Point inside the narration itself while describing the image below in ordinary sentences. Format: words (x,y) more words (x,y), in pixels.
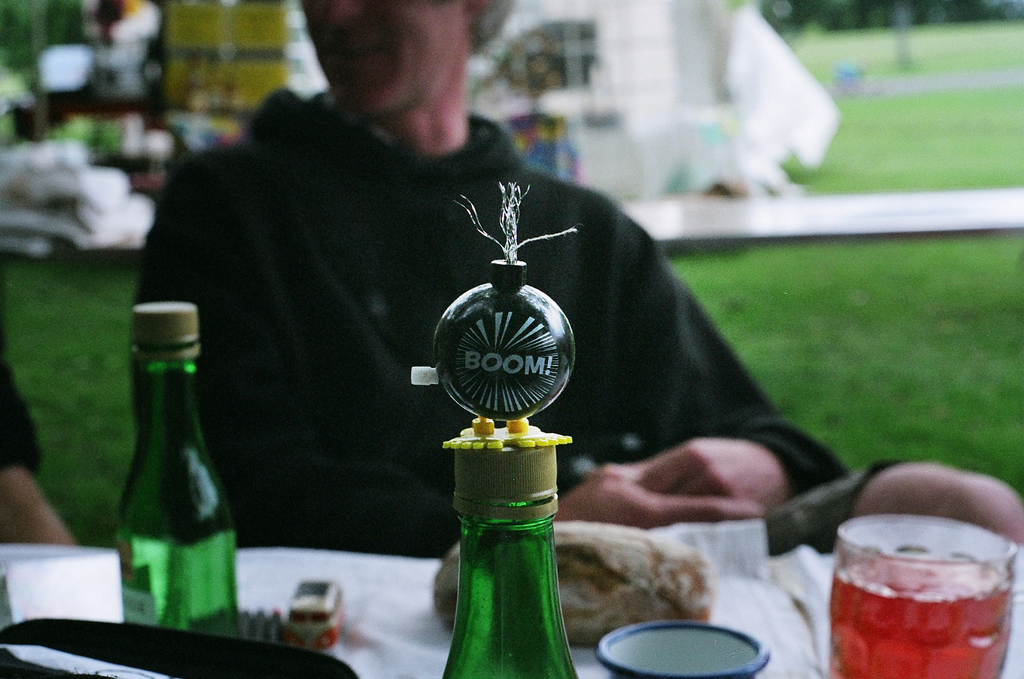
In this image we have a man (423,506) who is sitting on the chair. On the table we have few glass bottles (225,536) of green color and a glass of wine (894,616). Behind the man (554,279) we can see grass (869,315) on the ground (855,294).
